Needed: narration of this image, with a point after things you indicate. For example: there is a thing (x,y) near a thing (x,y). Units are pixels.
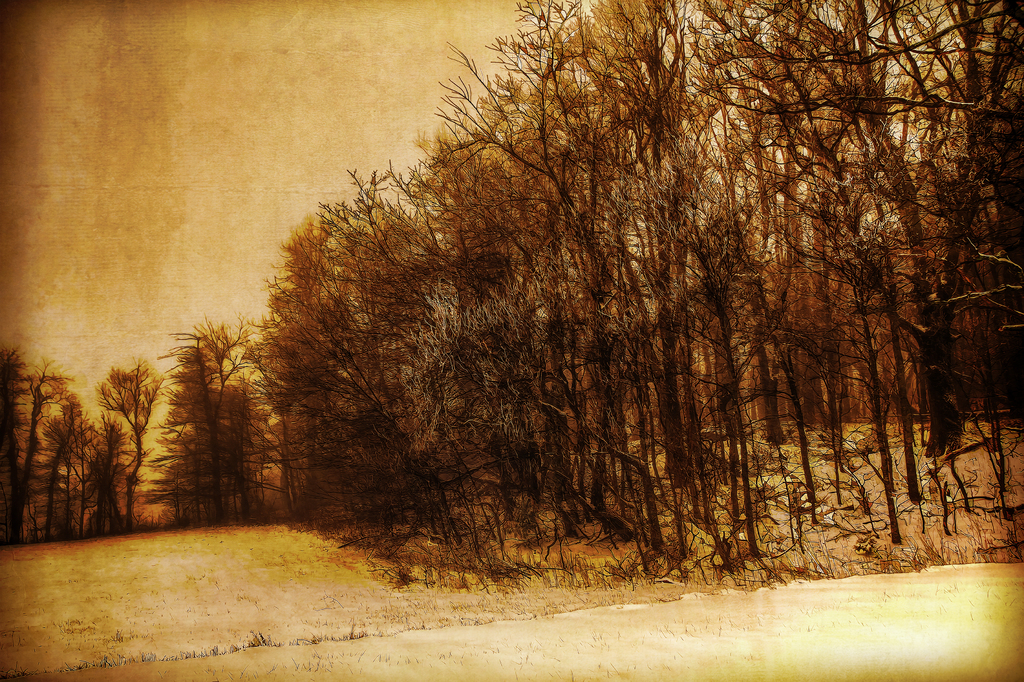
In the picture I can see trees (539,439), the ground (289,570) and the sky (233,123). This image is a painting.
